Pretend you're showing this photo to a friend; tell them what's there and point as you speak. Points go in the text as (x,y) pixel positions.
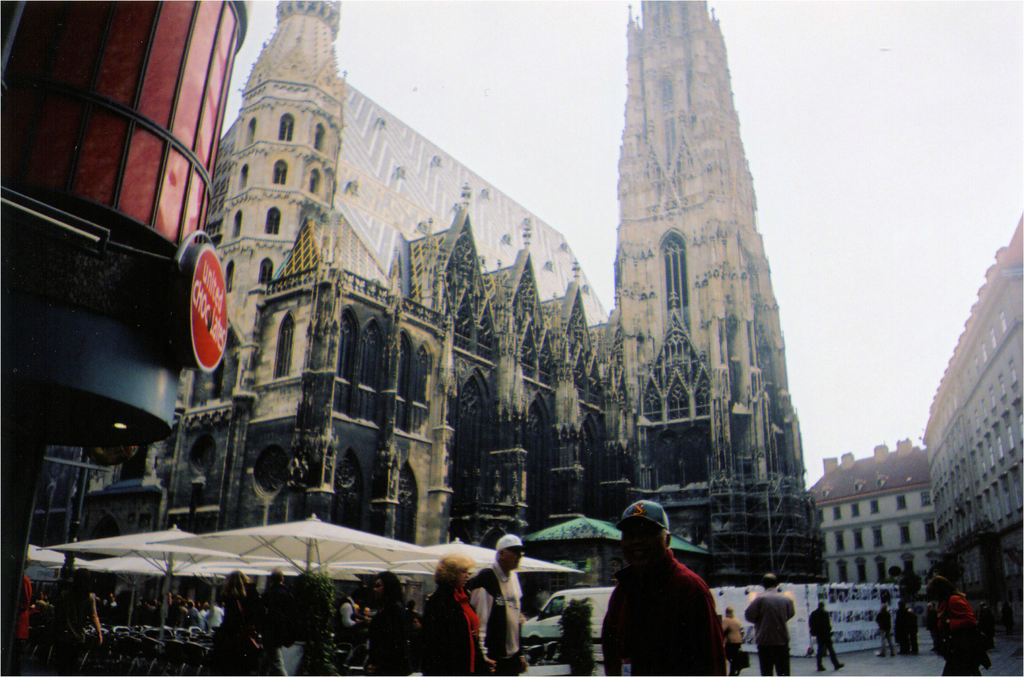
In this picture we can see few buildings (519,323), umbrellas (213,562) and group of people (183,608), in the background (607,595) we can see a van (597,606).
